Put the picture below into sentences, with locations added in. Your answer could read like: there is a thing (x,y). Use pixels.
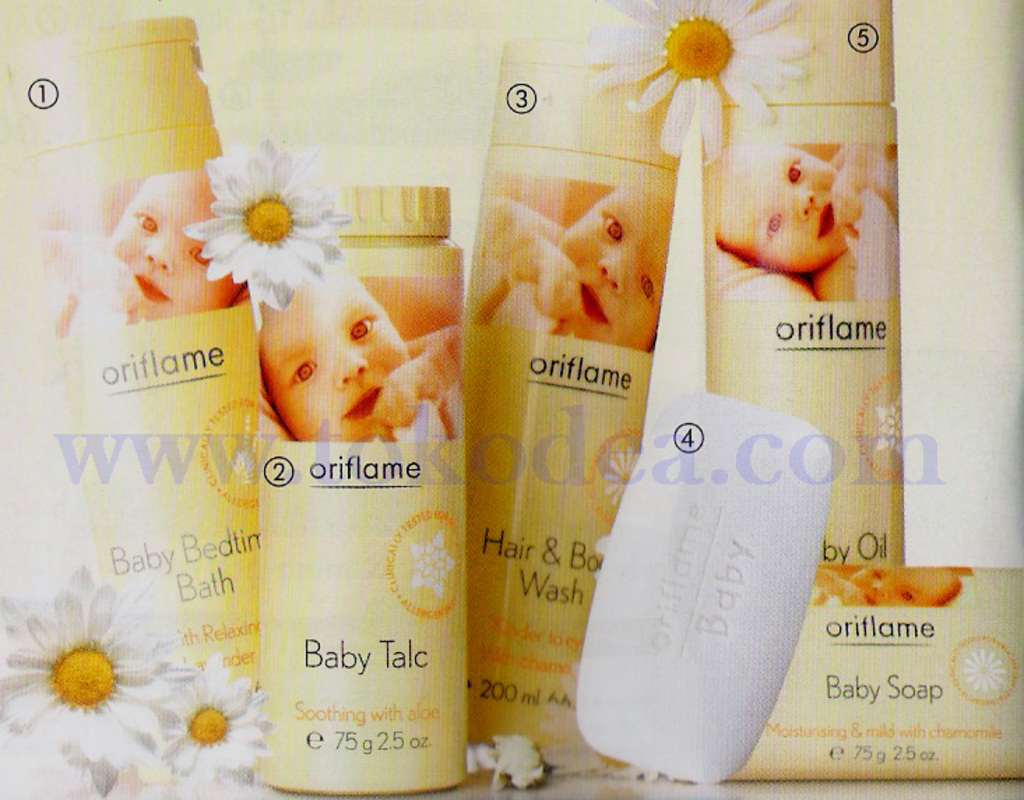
In this image, we can see few bottles (599,512), soap (736,640), flowers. it is a poster (479,167). In the middle of the image (465,456), we can see a watermark (78,463). These objects (644,430) are labeled with numbers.
